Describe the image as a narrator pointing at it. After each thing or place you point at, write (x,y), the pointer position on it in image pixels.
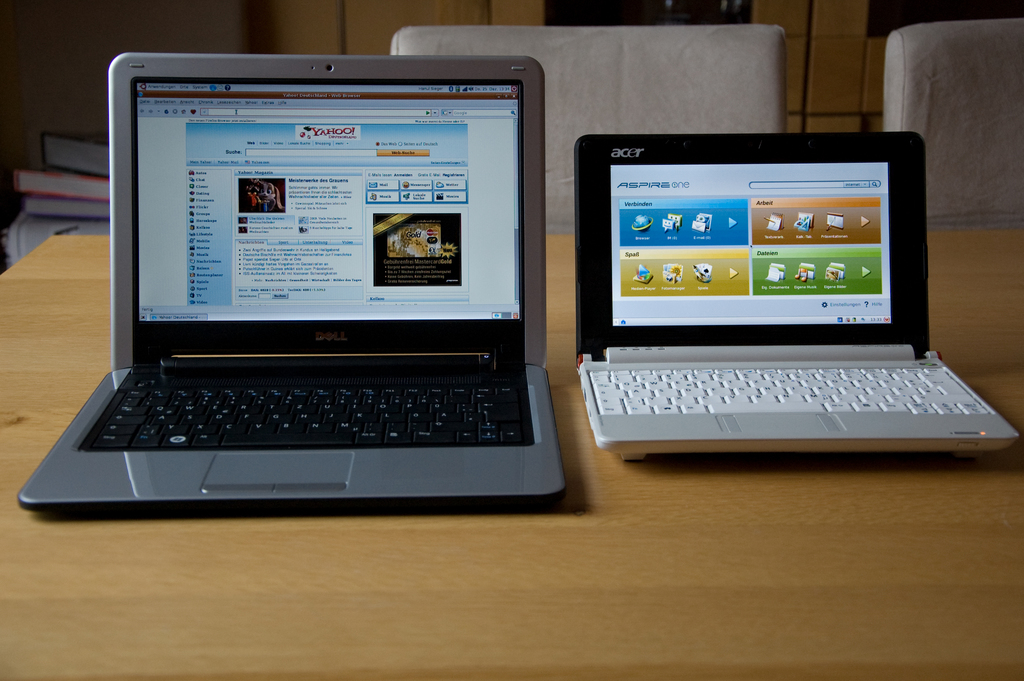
In the image there are laptops (519,302) on wooden table (527,637) and behind it there are chairs (895,109).
